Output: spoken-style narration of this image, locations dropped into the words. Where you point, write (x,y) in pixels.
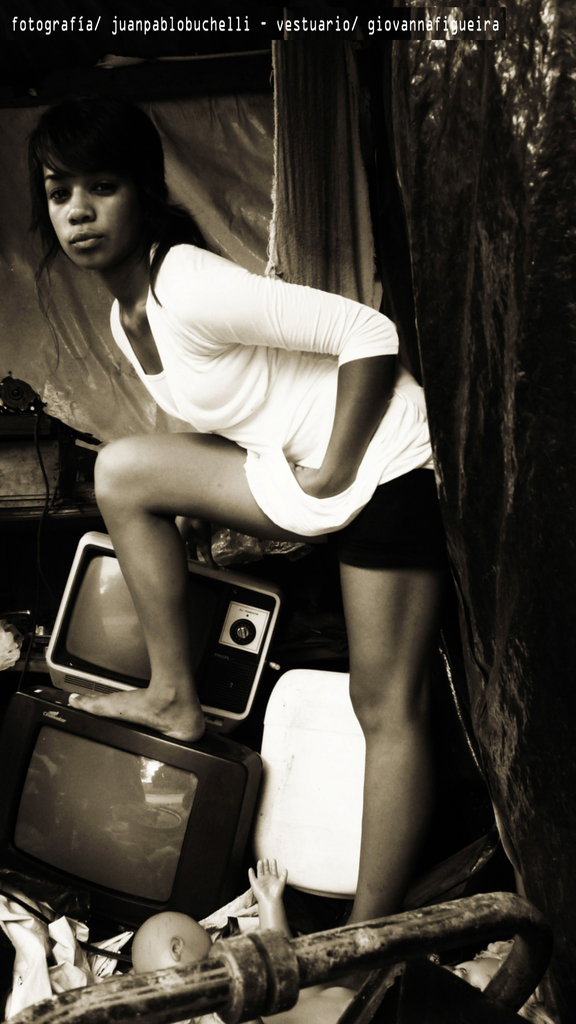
This is a black and white picture. In the center of the picture (236,429) there is a woman (312,541) standing. On the left (98,638) there are televisions (152,789). In the foreground (168,942) there are toys (159,937). In the background (335,176) there are curtains (274,51). At the top (485,17) there is text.
